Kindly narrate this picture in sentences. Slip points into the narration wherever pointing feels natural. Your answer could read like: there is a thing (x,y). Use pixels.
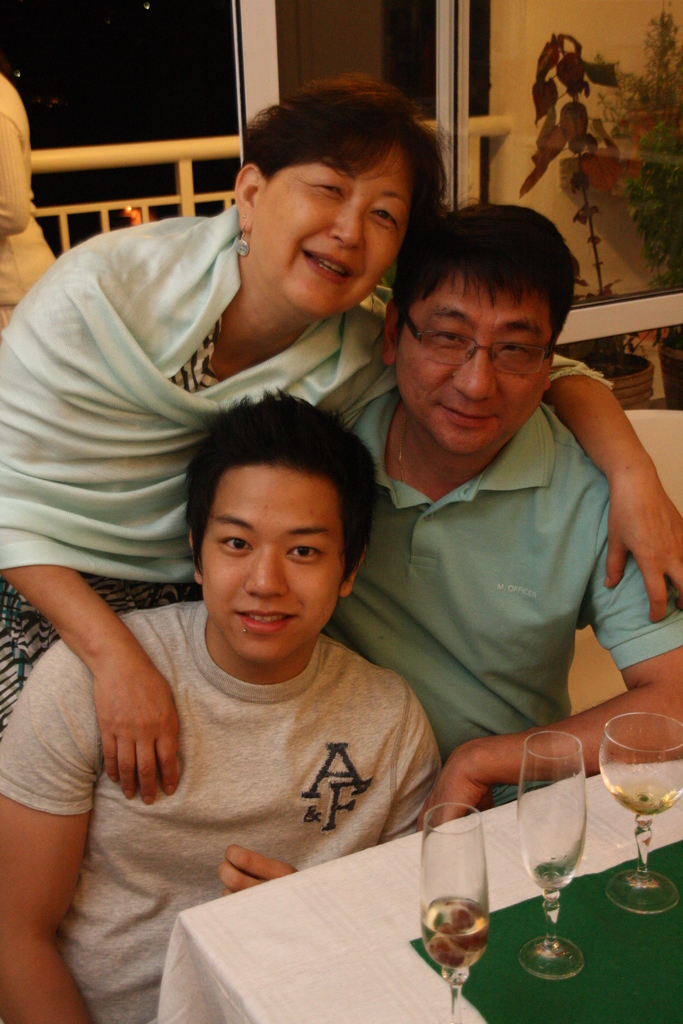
Here we can see a group of persons (322,223), and in front (517,853) here is the table (520,861) and wine glass (561,872) on it, and at back (659,161) here is the glass door (625,164), and here is the flower pot (663,169).
